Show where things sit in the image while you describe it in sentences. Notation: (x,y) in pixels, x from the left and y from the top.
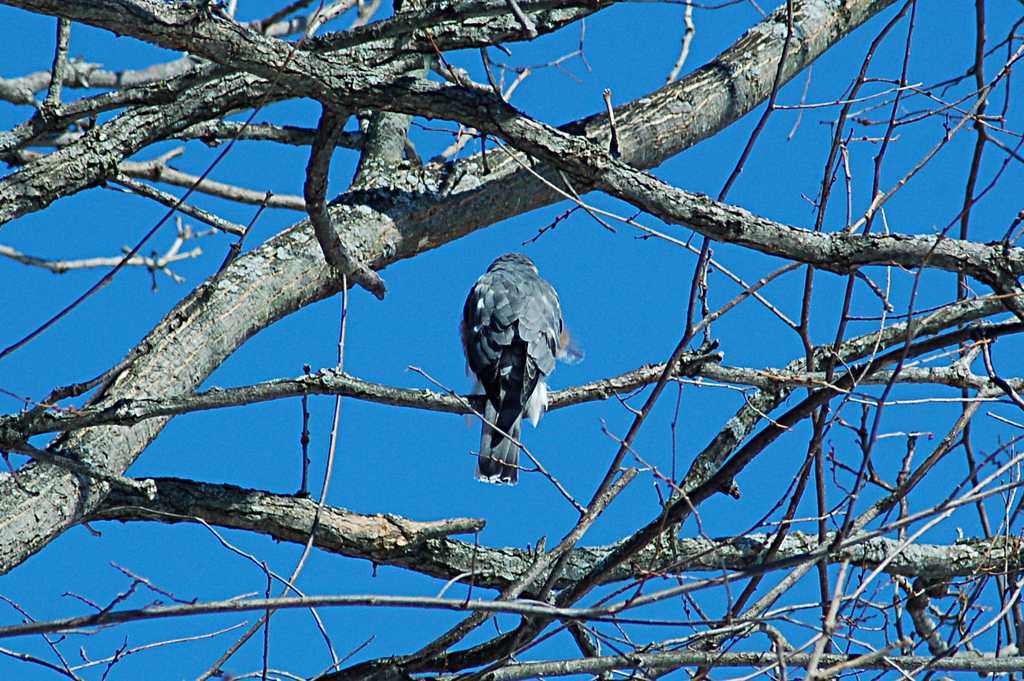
In this image there is a bird (494,377) sitting on the branch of the tree (105,27) and there is a sky (382,336).
